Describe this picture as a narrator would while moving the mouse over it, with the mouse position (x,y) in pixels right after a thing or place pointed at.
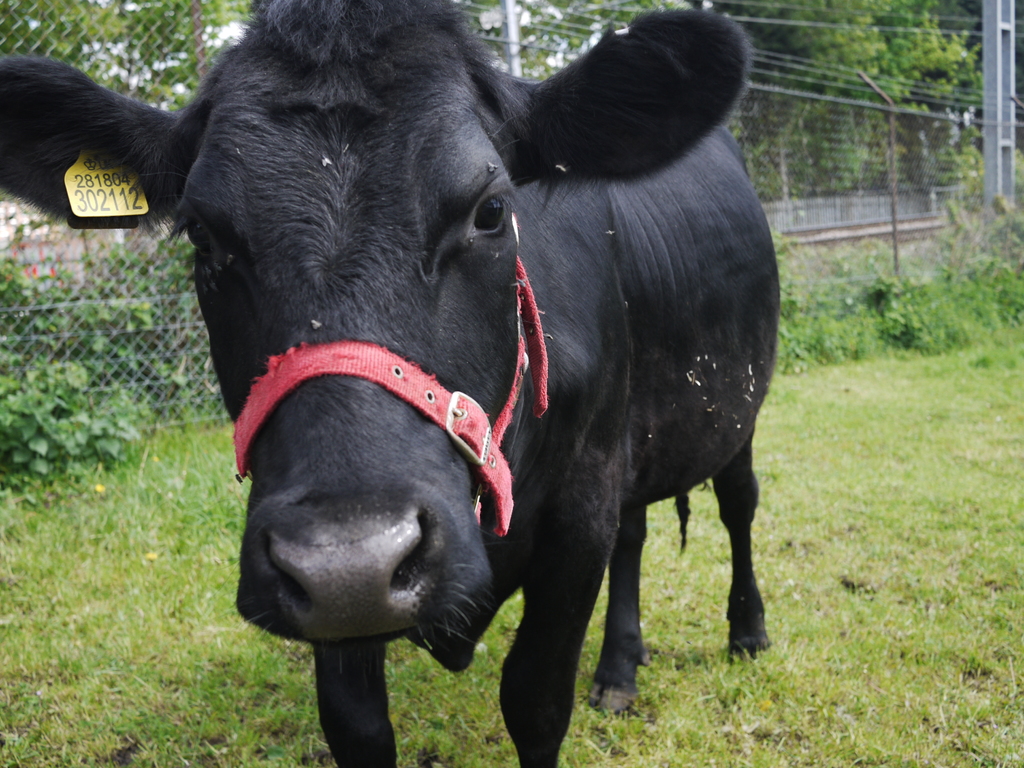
In this image we can see a cow (452,492) on the grassy land (121,668). In the background (95,305), we can see fencing (109,324), plants (844,266) and trees (891,59). We can see a pole (1000,129) on the right side of the image (1000,57). We can see a red color belt (398,386) on the face (312,383) of the cow (413,406).
